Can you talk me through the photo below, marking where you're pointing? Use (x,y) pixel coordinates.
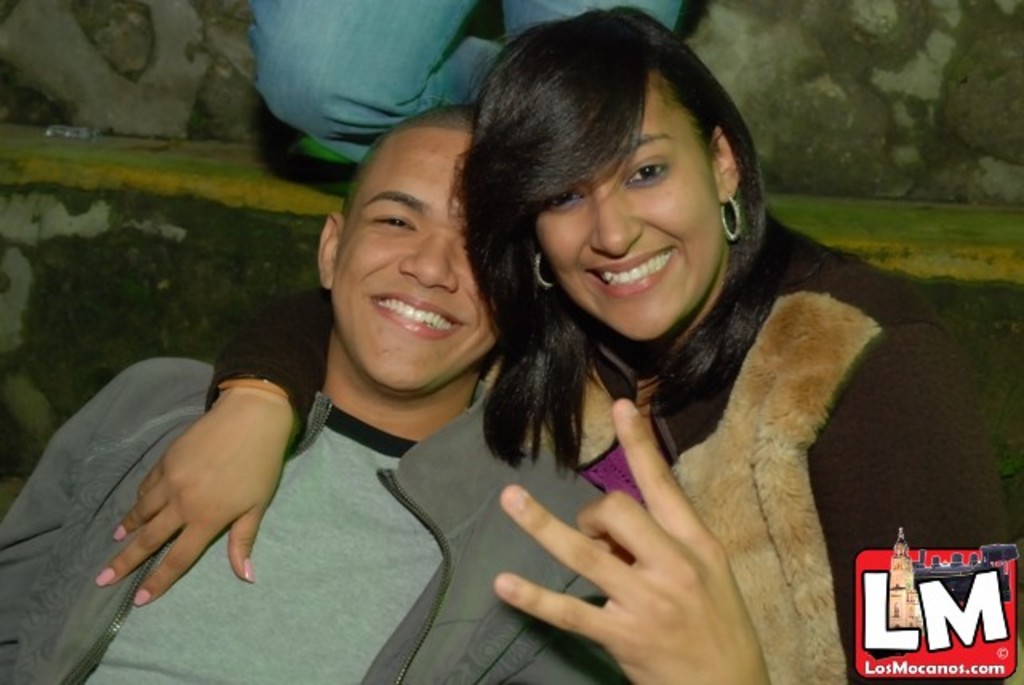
In this image we can see a man (293,562) wearing jacket (15,535), this woman (793,363) wearing sweater (678,448) are smiling. In the background (66,84), we can see the stone wall (65,62) where we can see a person's leg (337,40). Here we can see the logo (899,578) on the bottom right side of the image (914,637).
